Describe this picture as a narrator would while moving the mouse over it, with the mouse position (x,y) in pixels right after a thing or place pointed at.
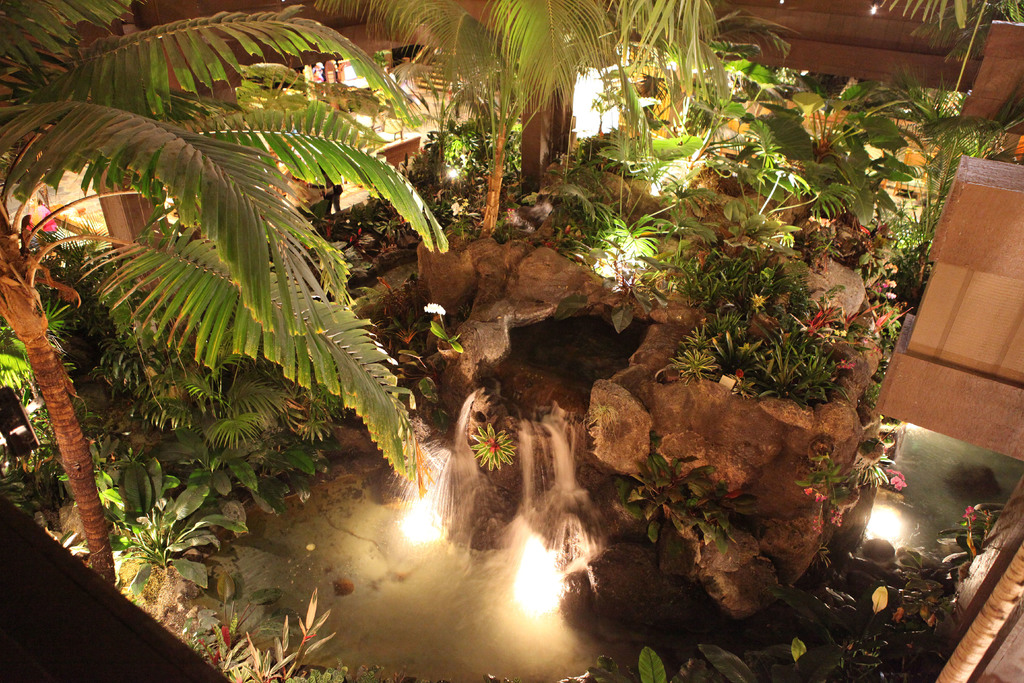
There are trees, plants (710,522), water (323,593), lights (872,524) and waterfall (559,430).
